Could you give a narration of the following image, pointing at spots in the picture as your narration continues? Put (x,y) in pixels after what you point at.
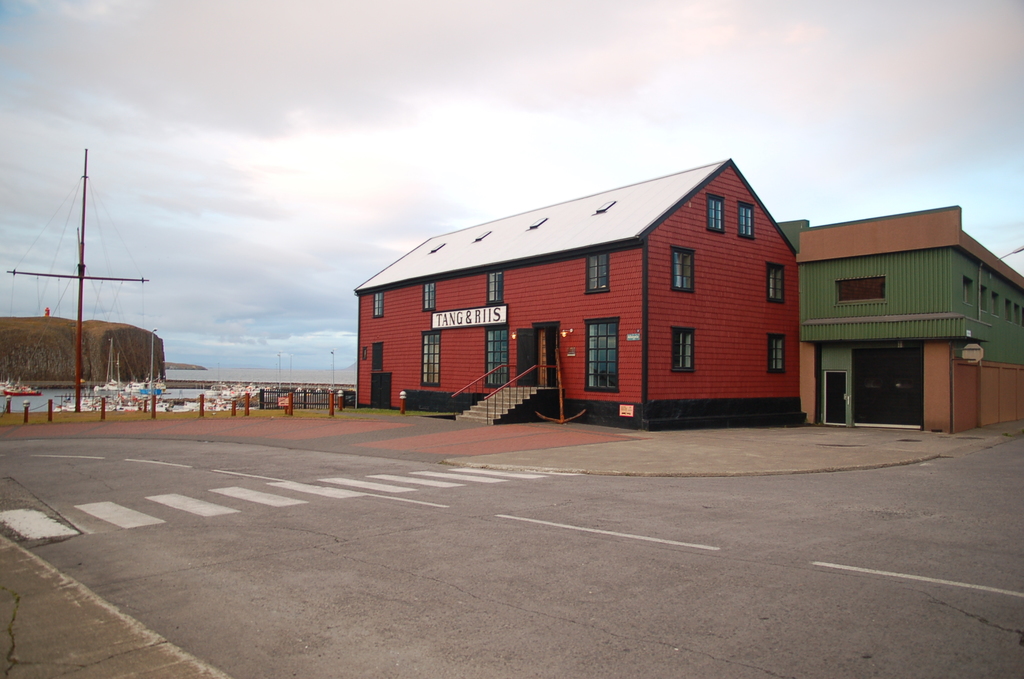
In this picture we can see the road (325,660), building (895,246), name board (501,312), windows (497,296), steps (482,418), poles (77,385), rocks (128,377), boats (181,404) on water (42,401) and some objects (971,357) and in the background (342,226) we can see the sky (381,113) with clouds (622,43).
